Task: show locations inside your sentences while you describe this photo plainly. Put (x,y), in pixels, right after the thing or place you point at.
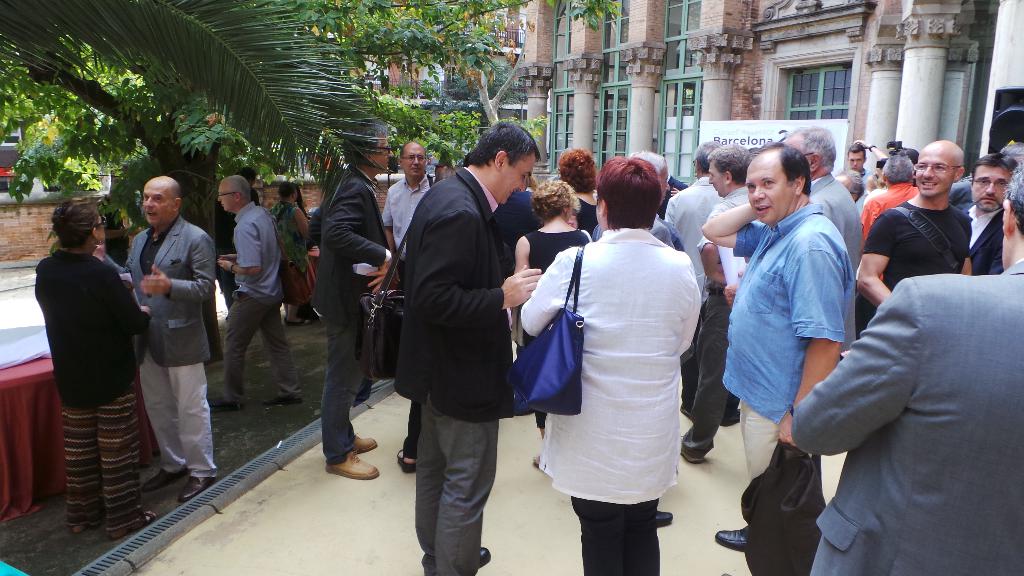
In the center of the image (408,304) we can see people (611,206) standing. In the background (691,112) there are buildings (625,104) and we can see a board (755,134). On the left (79,156) there are trees (96,132) and there is a table (24,368).
